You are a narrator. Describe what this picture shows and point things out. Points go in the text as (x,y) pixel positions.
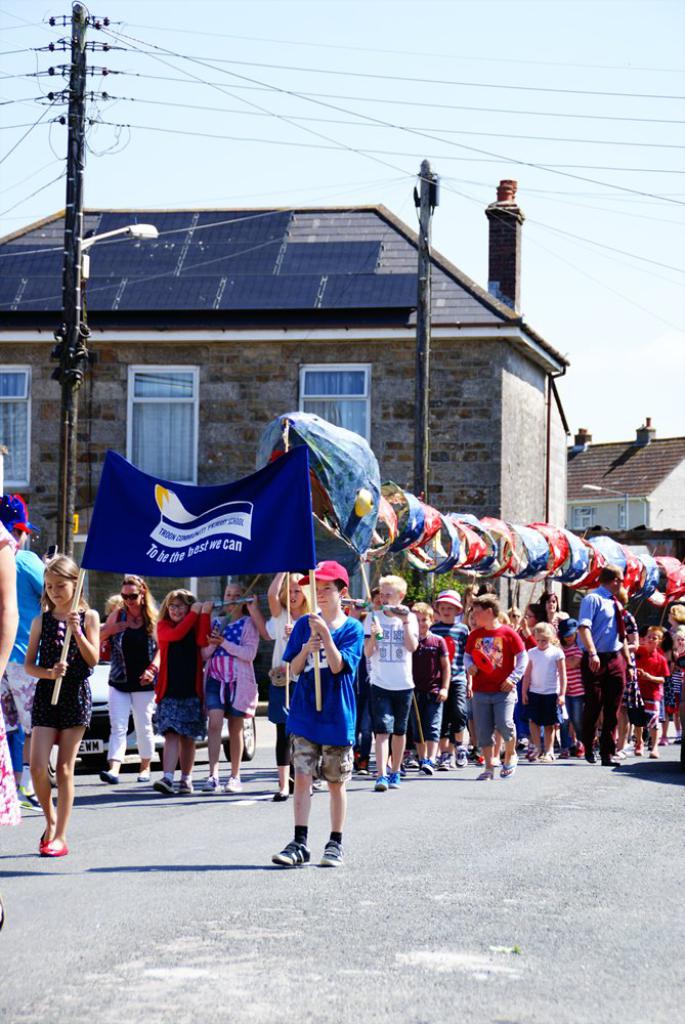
In the foreground (597,621) I can see a crowd (380,617) on the road (261,730) are holding a snake (424,544) made with cloth (518,542) in hand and posters (217,507). In the background (543,509) I can see houses (249,390), windows (305,382), poles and wires (257,217). On the top (315,25) I can see the sky (257,180). This image is taken during a sunny day.
